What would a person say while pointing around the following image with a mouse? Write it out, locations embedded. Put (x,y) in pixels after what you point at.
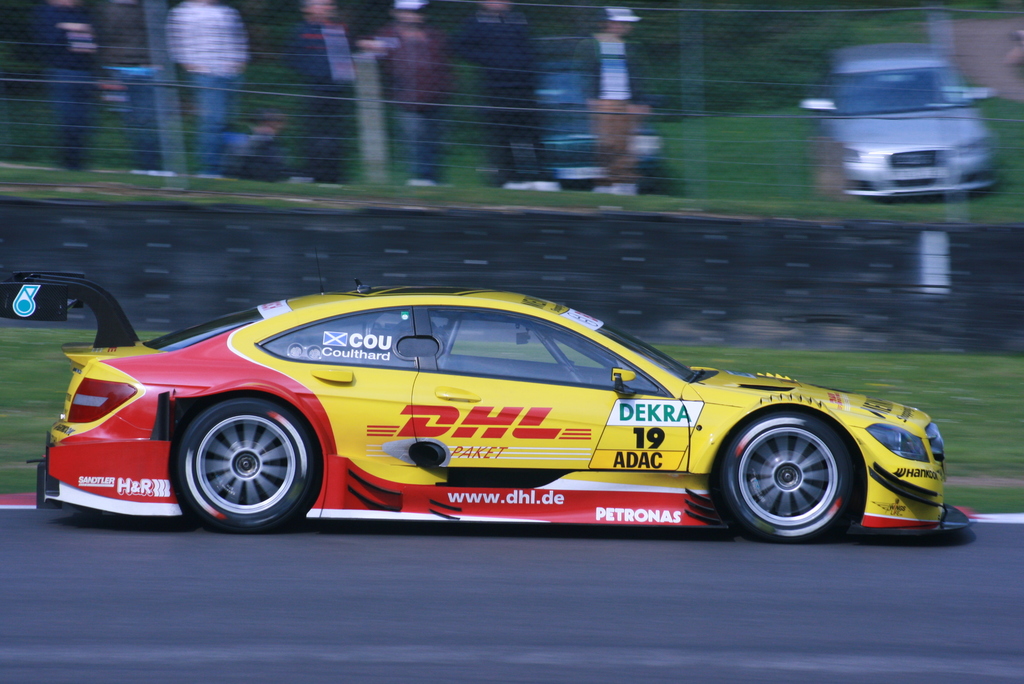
In this image we can see a racing car (410,420) on the road (522,596), in the background (318,60) there are few people (497,64) standing near the fence (672,131) and two cars (575,151) parked on the ground (764,173).
